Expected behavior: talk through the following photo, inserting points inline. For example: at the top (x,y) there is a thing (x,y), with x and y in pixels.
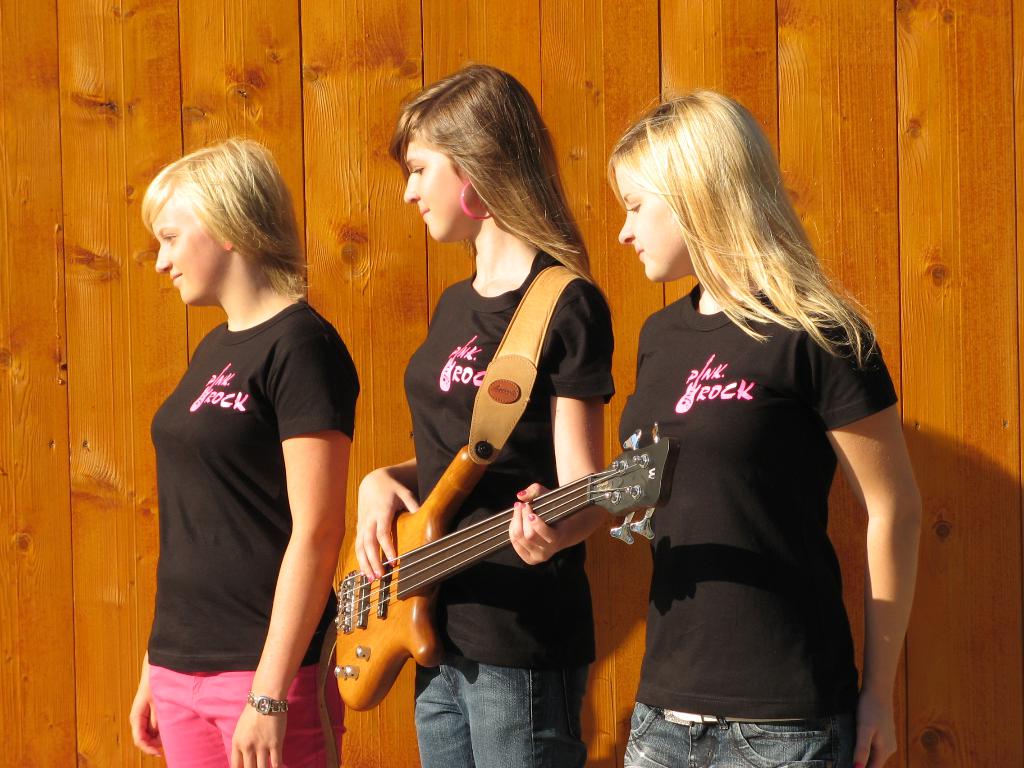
As we can see in the image there are three women (466,358) standing and wearing black color t shirts (551,455). The woman (510,448) who is standing in the middle (508,502) is holding guitar (453,569).
